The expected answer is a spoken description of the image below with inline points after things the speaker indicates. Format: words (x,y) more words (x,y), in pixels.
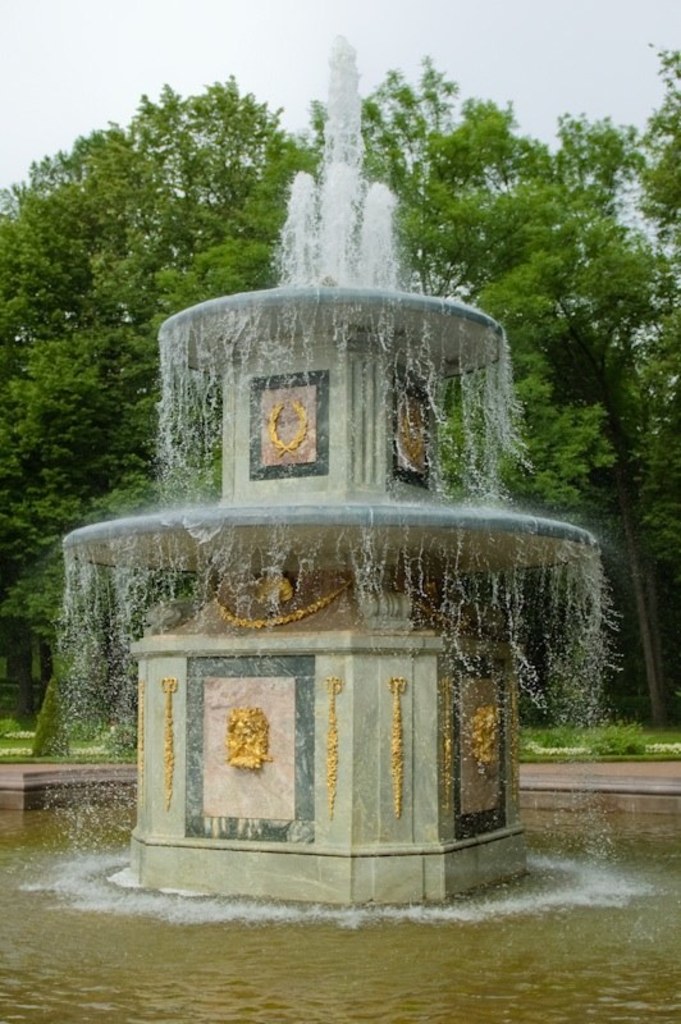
In this picture I can see the fountain (294,645). At the bottom (307,964) I can see the water (295,1023). In the back (640,442) I can see many trees (41,285), plants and grass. At the top (421,10) I can see the sky (82,55) and clouds (421,10).
